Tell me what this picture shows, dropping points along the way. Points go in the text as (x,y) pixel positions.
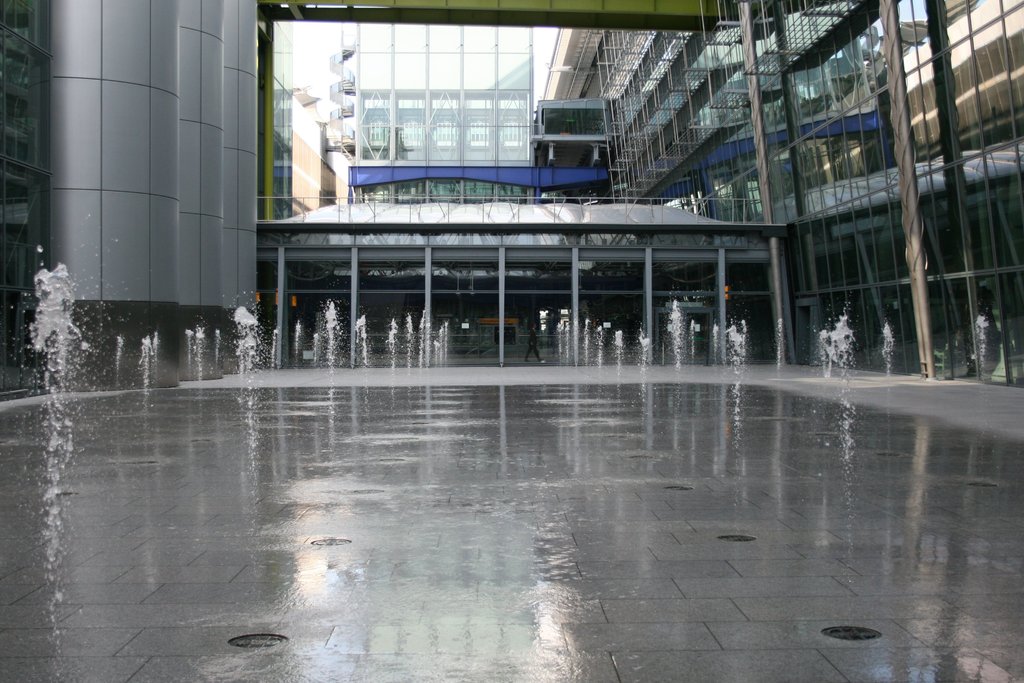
In this picture we can see a few fountains (52,404) on the path (216,426). We can see a person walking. There are a few buildings (247,191) visible in the background (527,222).
